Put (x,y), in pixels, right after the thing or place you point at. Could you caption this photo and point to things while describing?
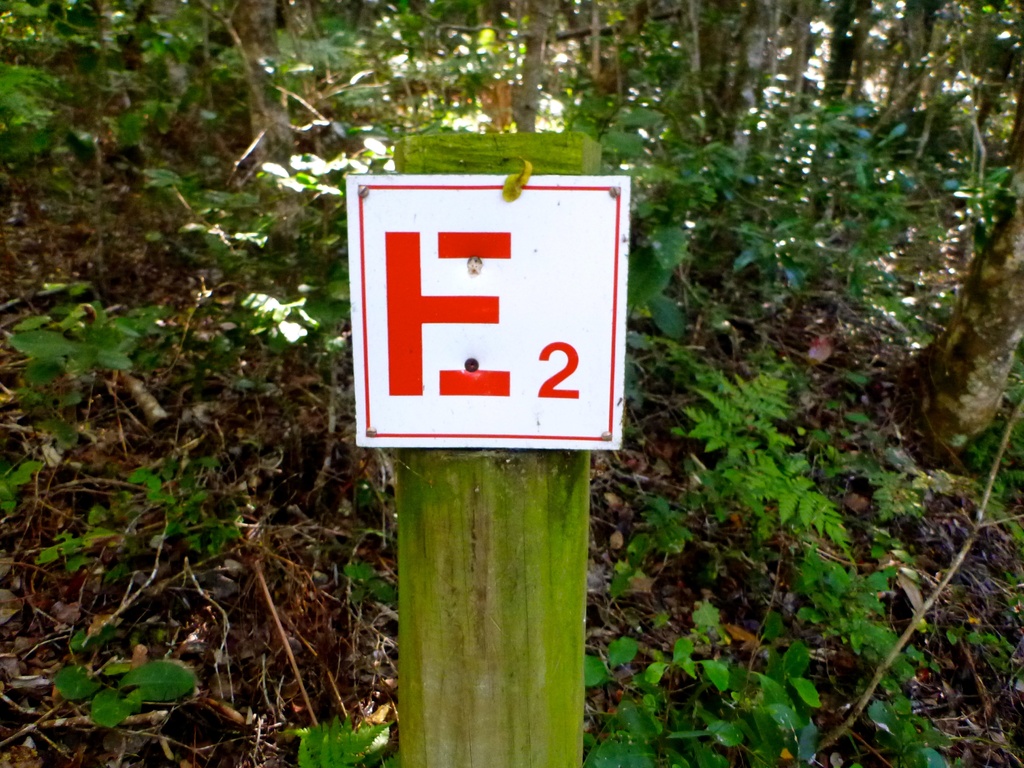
In the center of the image (481,353) we can see a board (391,280). In the background (205,93) there are trees (656,42) and plants (753,517).
